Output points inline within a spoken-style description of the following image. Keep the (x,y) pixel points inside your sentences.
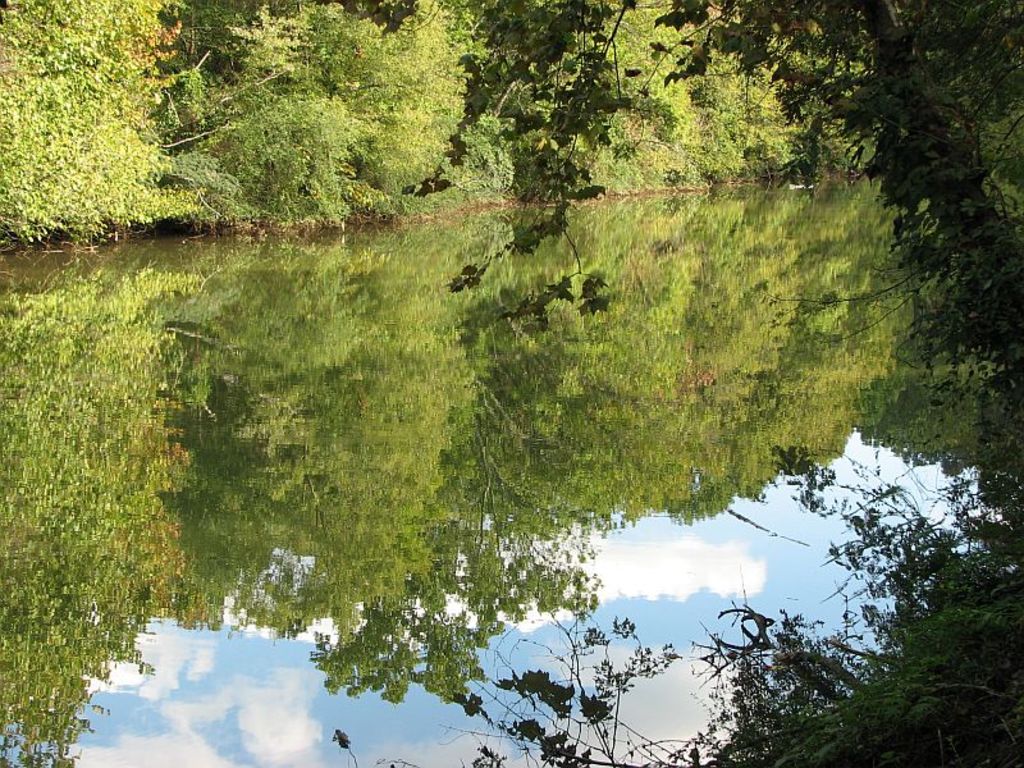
In this image, we can see the water (494,601). On the water (310,478), we can see some reflections (534,473). Here we can see trees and sky (688,596). On the right side (840,559) and top of the image (295,101), we can see so many trees (479,71) and plants (778,754).
